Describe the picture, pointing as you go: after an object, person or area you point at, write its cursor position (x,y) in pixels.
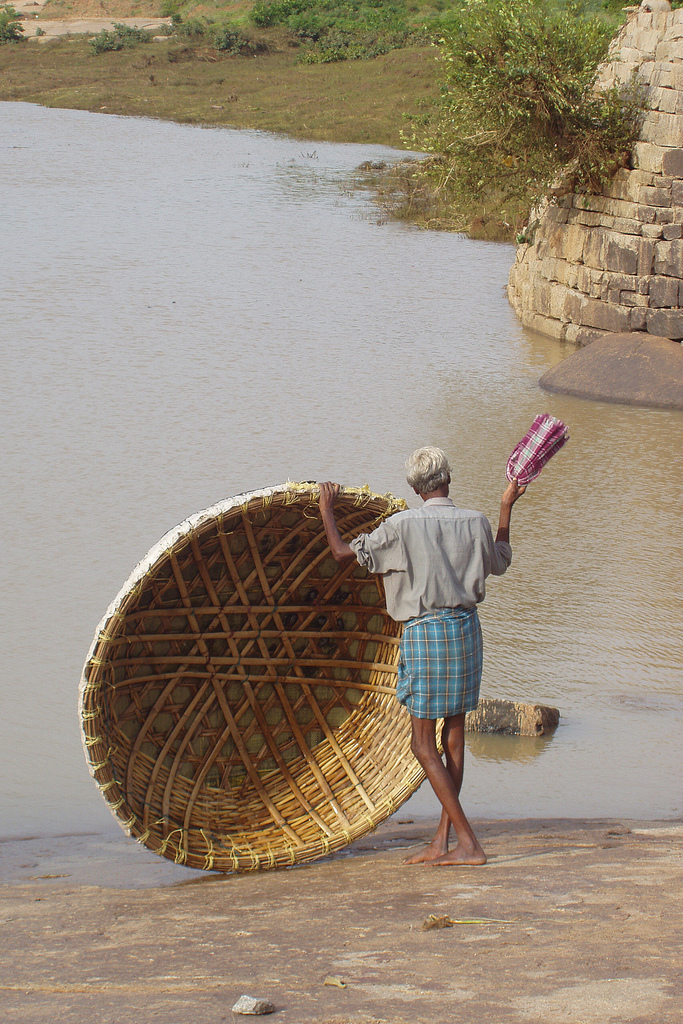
In this image there is a man (467,510) holding a basket boat (187,556) with one hand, other hand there is object (542,415), standing in front of water (536,585), on the right side (670,67) there the rock (670,67), on which there is a plant (516,88), at the top (428,25) there are some bushes (400,25).
